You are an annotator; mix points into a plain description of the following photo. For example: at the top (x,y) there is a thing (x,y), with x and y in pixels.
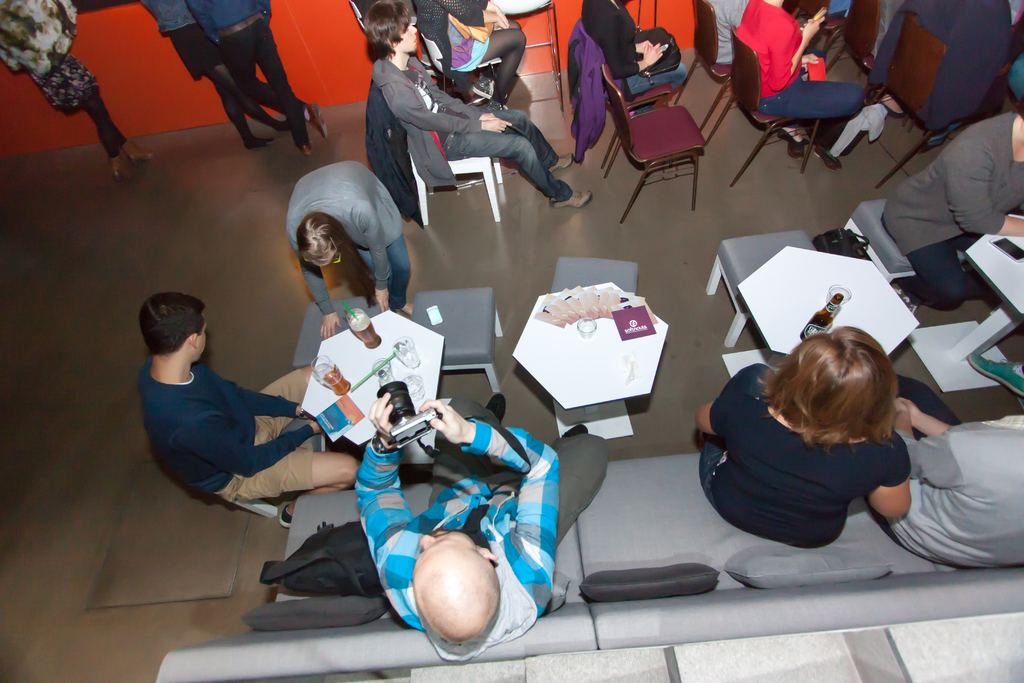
there is big room (761,206) there are so many chairs (681,123) and sofas (800,591) some of people (541,532) they are sitting on the chair (741,94) and some of people (248,106) are standing the person (485,488) is clicking the pictures and some of people (758,401) they are sitting on the chair (421,215).
